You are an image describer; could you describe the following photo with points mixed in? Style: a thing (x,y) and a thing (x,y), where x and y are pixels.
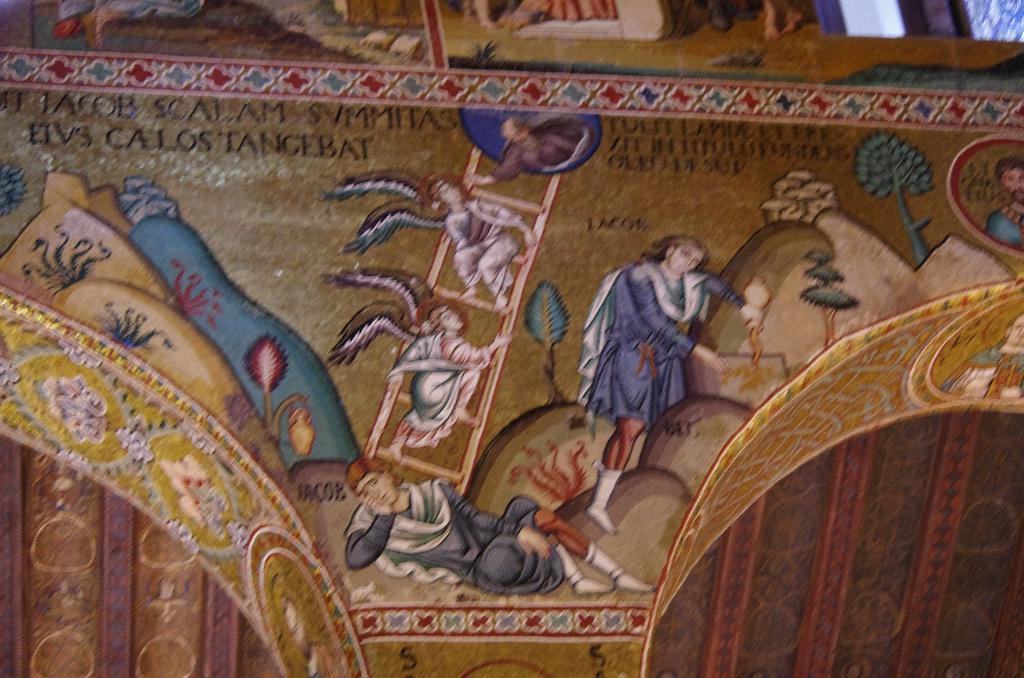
In this image we can see wall (399,284) and arches (303,631). And there are paintings (370,179) on the wall (575,382) and arches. On the painting (314,405) there are people (416,388), trees (820,295) and some other things (393,385). Also there is text (128,119) on the wall (700,156).
